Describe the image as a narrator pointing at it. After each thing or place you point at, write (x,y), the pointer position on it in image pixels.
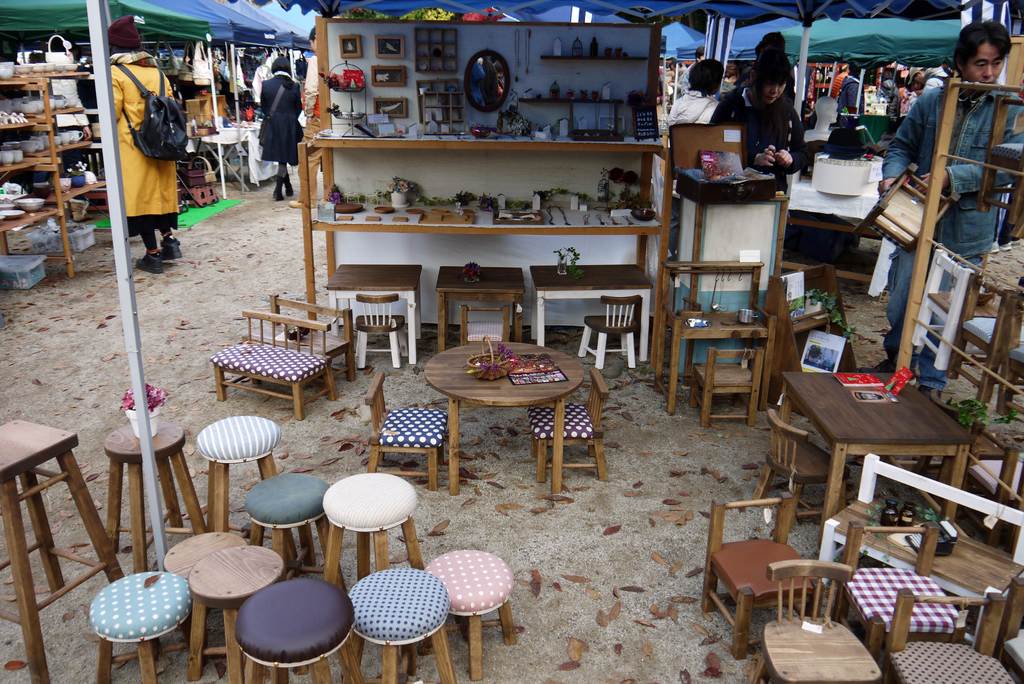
In front of the image there are many stools (215,532), small chairs (598,409) and tables (540,274) on the ground (225,342). Behind them there is a cupboard (490,150) with few items (447,37) in it. And in the image there are few people (702,84) standing. In the background (188,21) there are stores (189,49) with tents (162,22), rods (92,39) and also there are cupboards (68,109) with many items (9,104).
